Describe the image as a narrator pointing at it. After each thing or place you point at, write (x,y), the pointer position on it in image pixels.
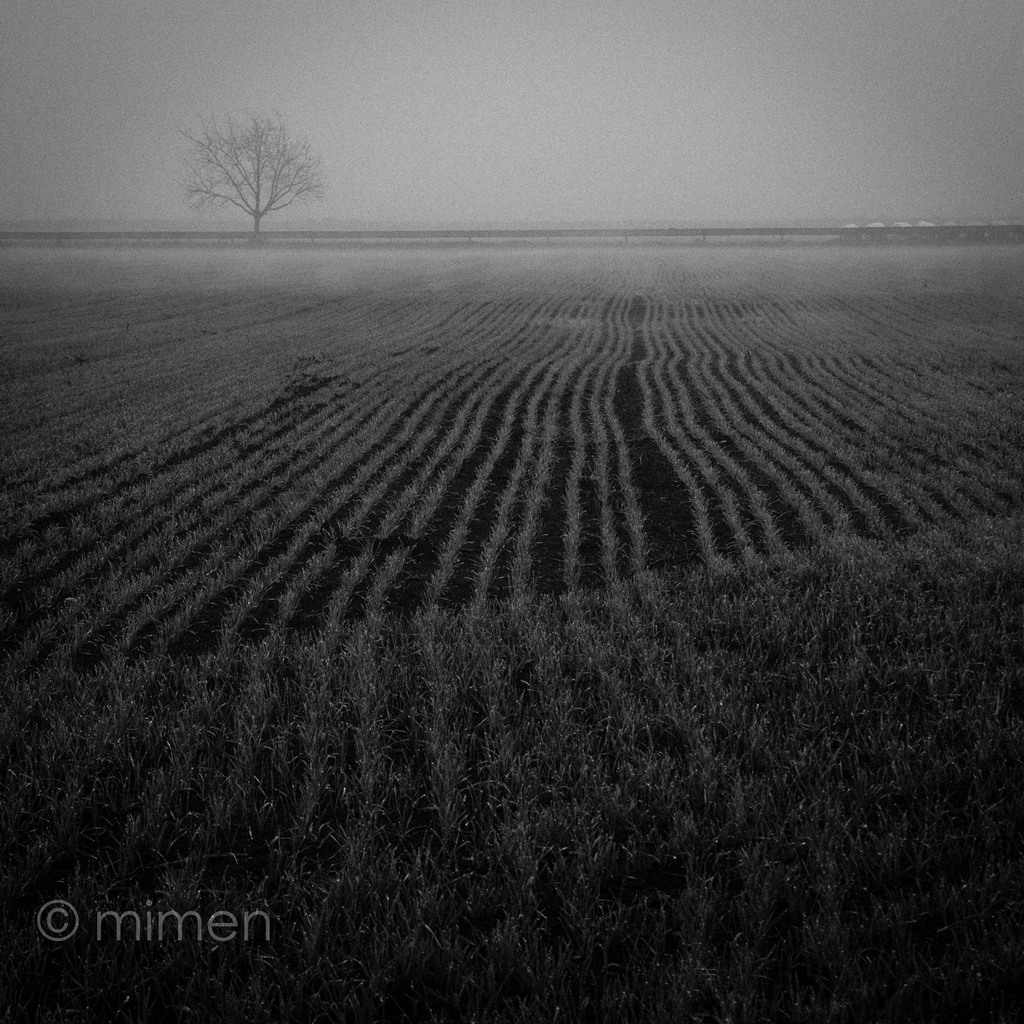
This is a black and white image where we can see the farmland (258,829), we can see a tree (321,192) and the sky (578,107) in the background (737,187). Here we can see a watermark (74,926) on the bottom left side of the image (202,927).
